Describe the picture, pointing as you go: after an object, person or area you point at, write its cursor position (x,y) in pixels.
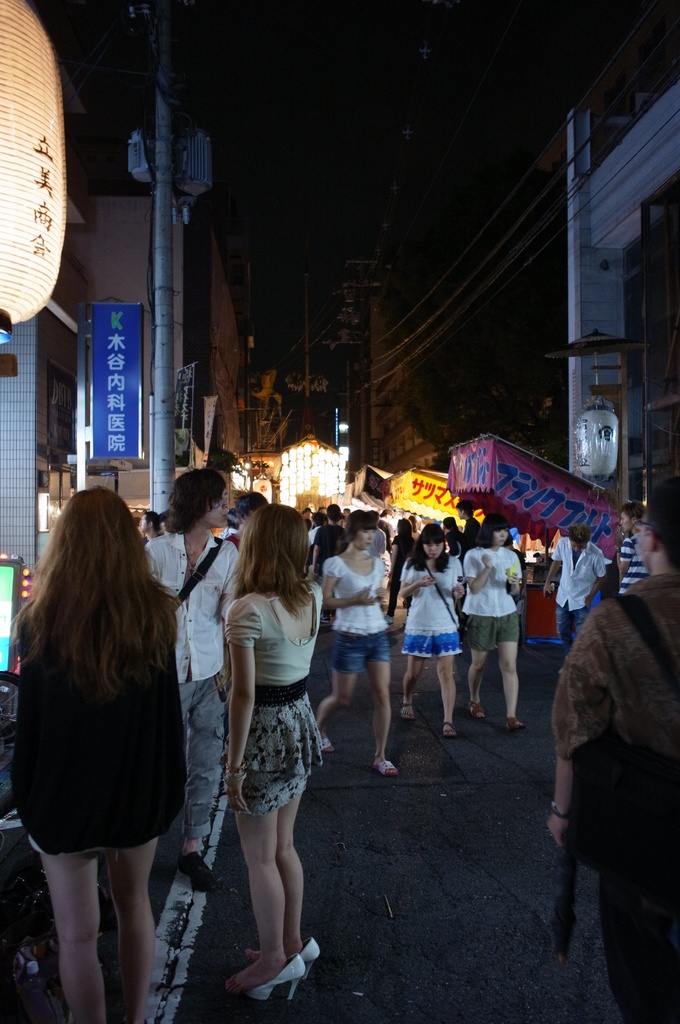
In the foreground (211,634) I can see a crowd (474,676) on the road (478,719), shops (515,446), boards (56,415), light poles (156,355), lamp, buildings (31,367), wires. At the top (405,171) I can see the sky (332,54). This image is taken may be during night.
